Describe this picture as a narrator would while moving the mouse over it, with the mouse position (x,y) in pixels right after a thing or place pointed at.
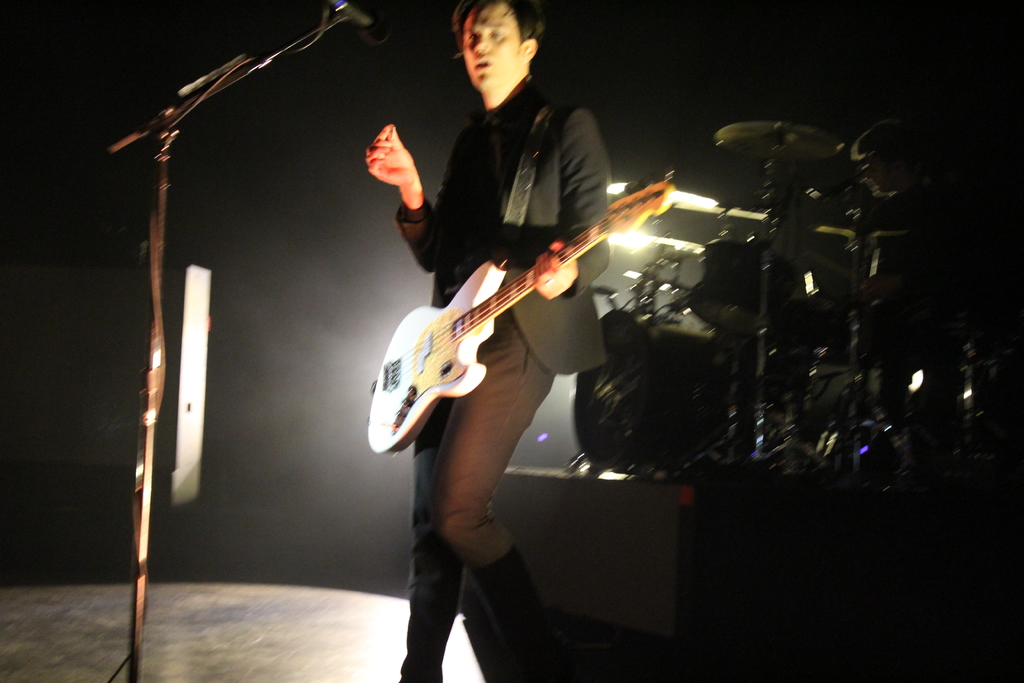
In the center (455,441) we can see one man (580,335) standing and holding guitar (479,340). In front (333,5) there is a microphone (345,20). In the background (722,96) we can see wall (620,142), lights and few musical instruments (779,357).
